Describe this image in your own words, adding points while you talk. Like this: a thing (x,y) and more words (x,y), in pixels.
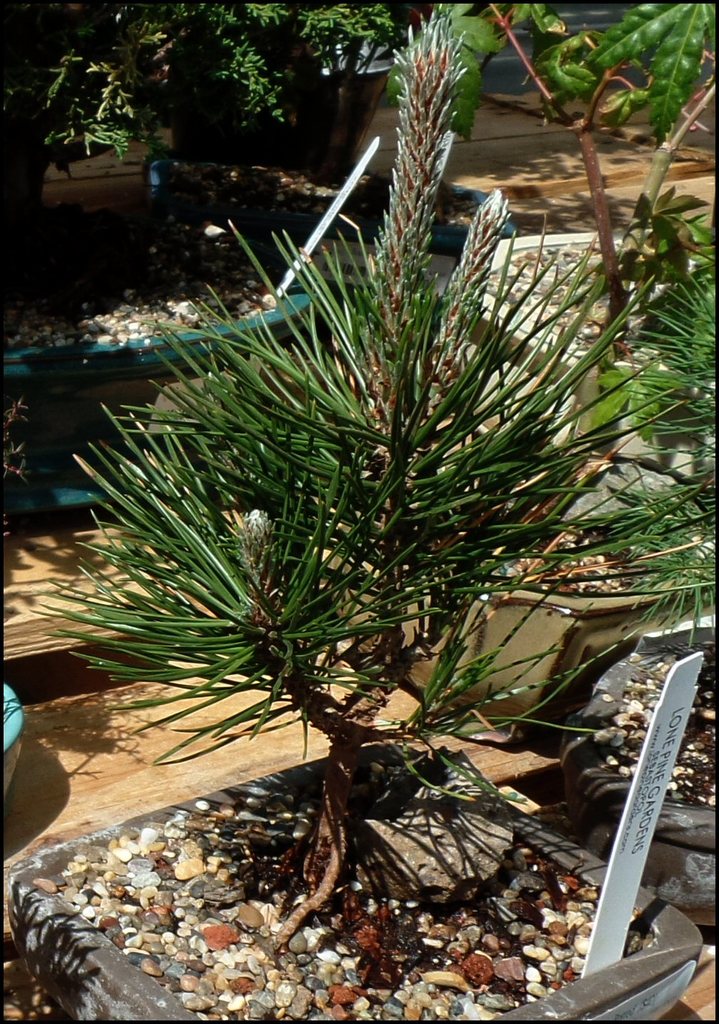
In this image I see number of plants (563,57) and I see number of stones (477,911) and I see something is written on this white color board (657,783).
